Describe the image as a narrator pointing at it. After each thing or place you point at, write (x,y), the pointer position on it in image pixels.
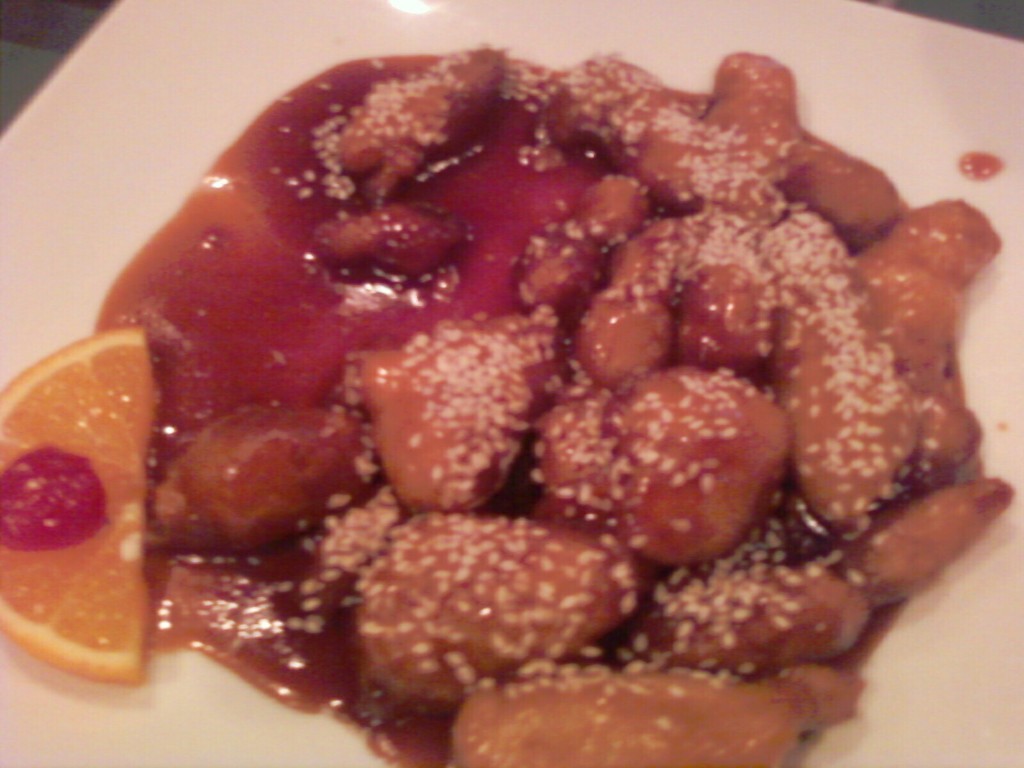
In this image I can see a white colored plate (111,127) and on it I can see a food item (532,249) which is brown, white, red and orange in color.
